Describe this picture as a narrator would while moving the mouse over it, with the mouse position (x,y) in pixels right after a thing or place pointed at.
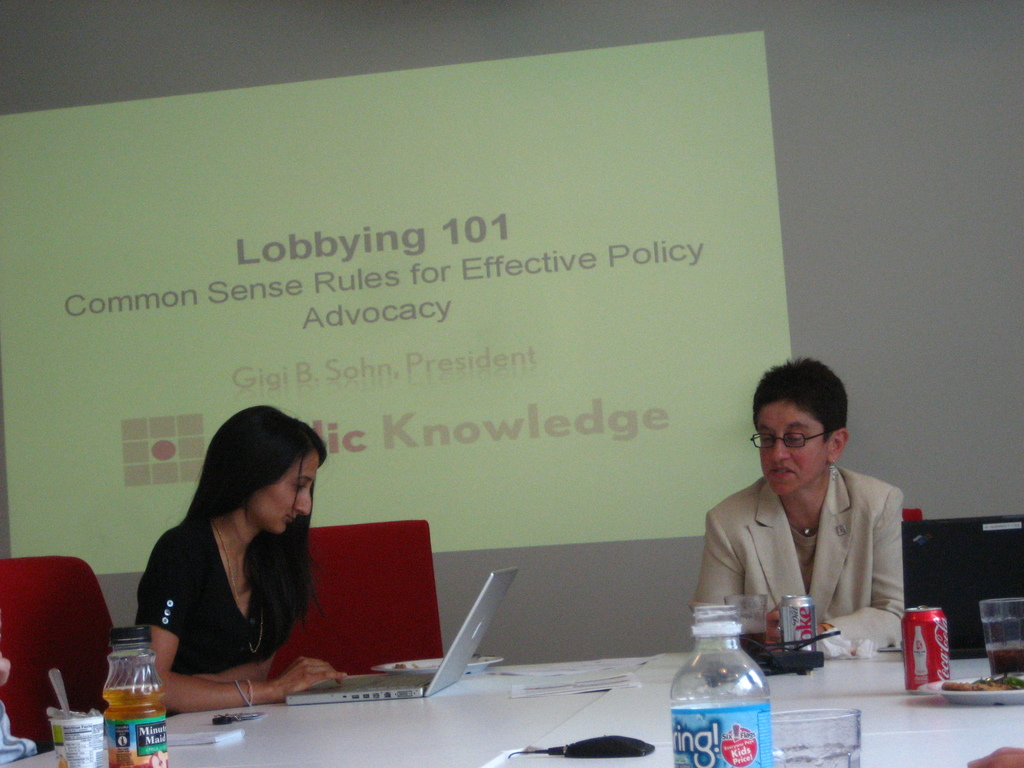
In this image I can see a table (523,724). There are some bottles (151,726), glasses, coke tins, bowls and some food items (1004,686) are placed on it. Beside the table (871,736) there are two women (701,591) sitting on the red chairs (86,627). One women (179,611) is looking into the laptop (425,688) and another woman (799,562) is speaking something. In the background (548,249) I can see a screen (344,215).
